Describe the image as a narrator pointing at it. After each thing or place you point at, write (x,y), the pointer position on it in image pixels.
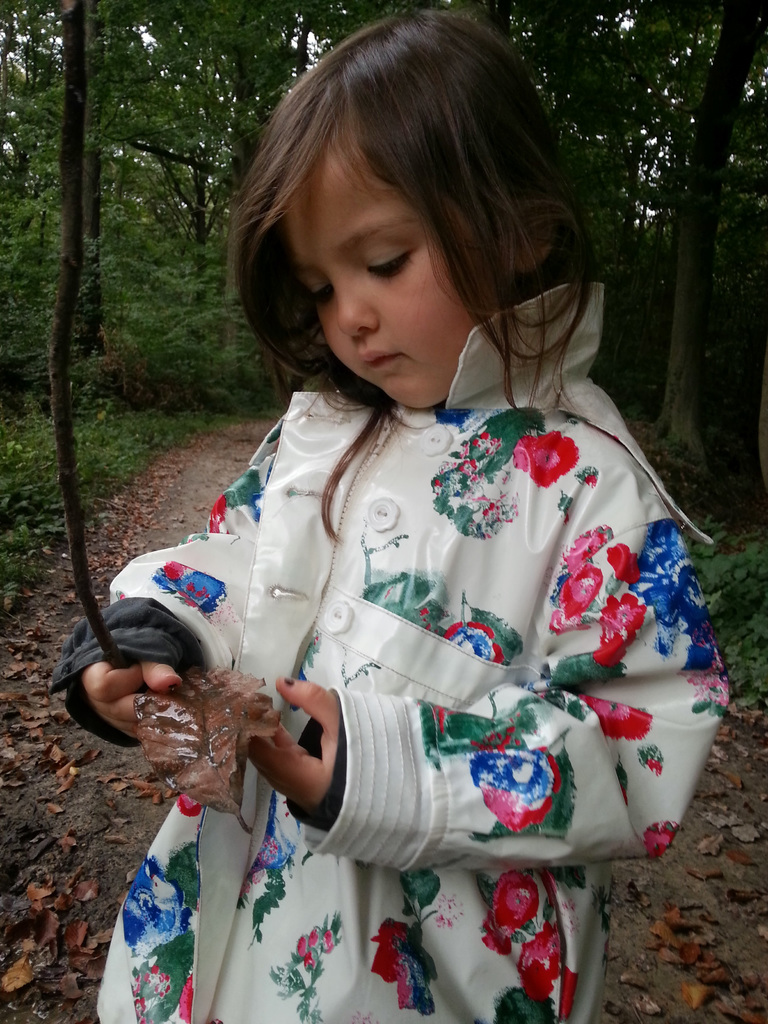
In this picture girl (403,792) is standing on the road (71,849) by holding stick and leaf (210,775). At the background (565,46) there are trees (676,268).
